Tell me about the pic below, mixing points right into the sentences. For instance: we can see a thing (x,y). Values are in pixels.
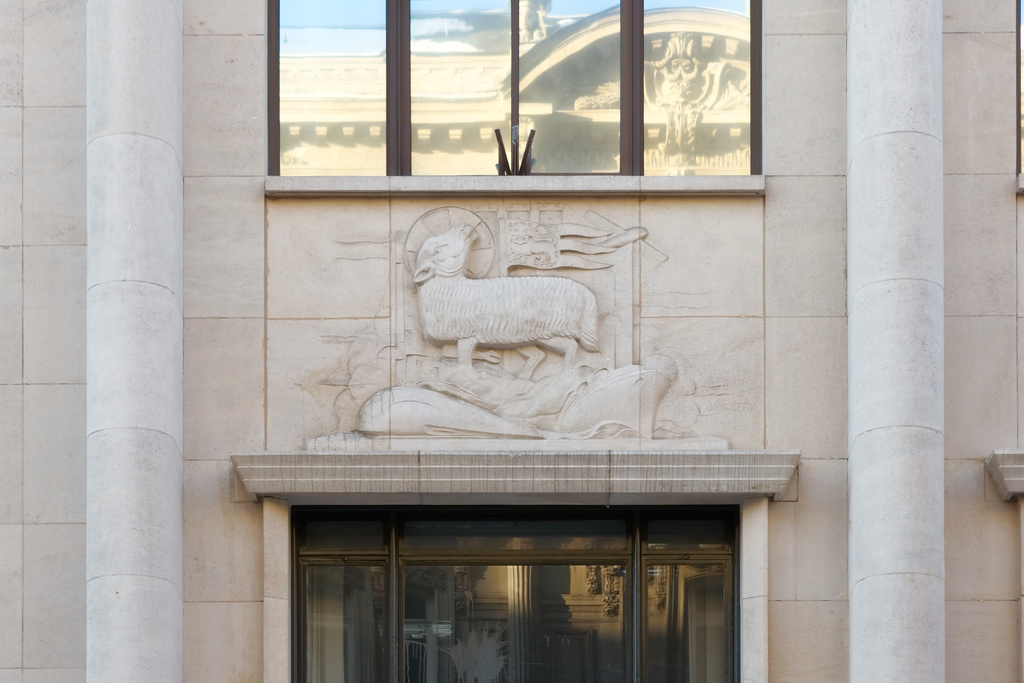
In this picture I can see a building (684,31) and I can see stone carving (459,410) on the wall (248,354) and couple of glass windows (692,19) on the wall (225,641).
